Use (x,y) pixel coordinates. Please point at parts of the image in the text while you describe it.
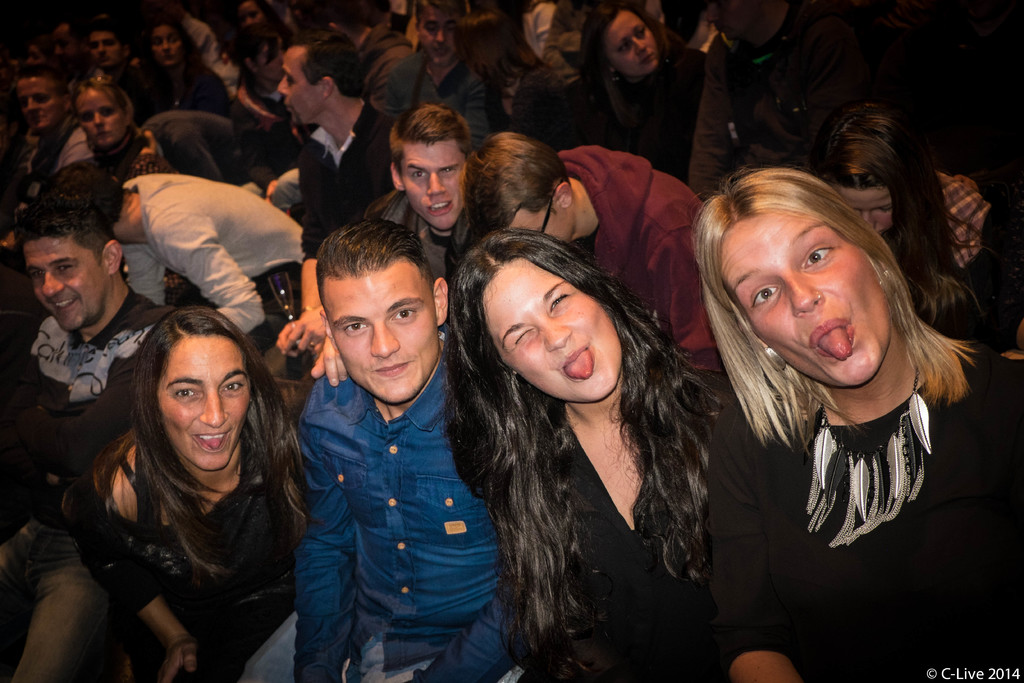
Here we can see a group of people (788,254). In-front this 4 people (221,439) are highlighted and this 4 people (311,406) are smiling.
